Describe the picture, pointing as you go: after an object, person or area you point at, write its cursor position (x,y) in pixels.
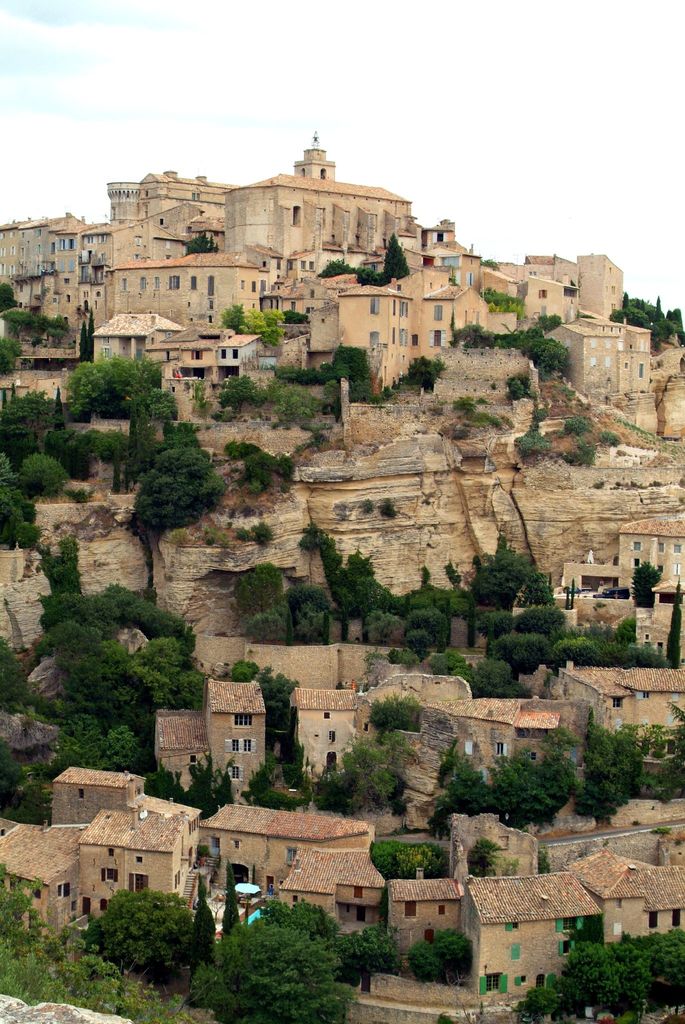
In this image there are trees (439,618) and houses (369,699).
